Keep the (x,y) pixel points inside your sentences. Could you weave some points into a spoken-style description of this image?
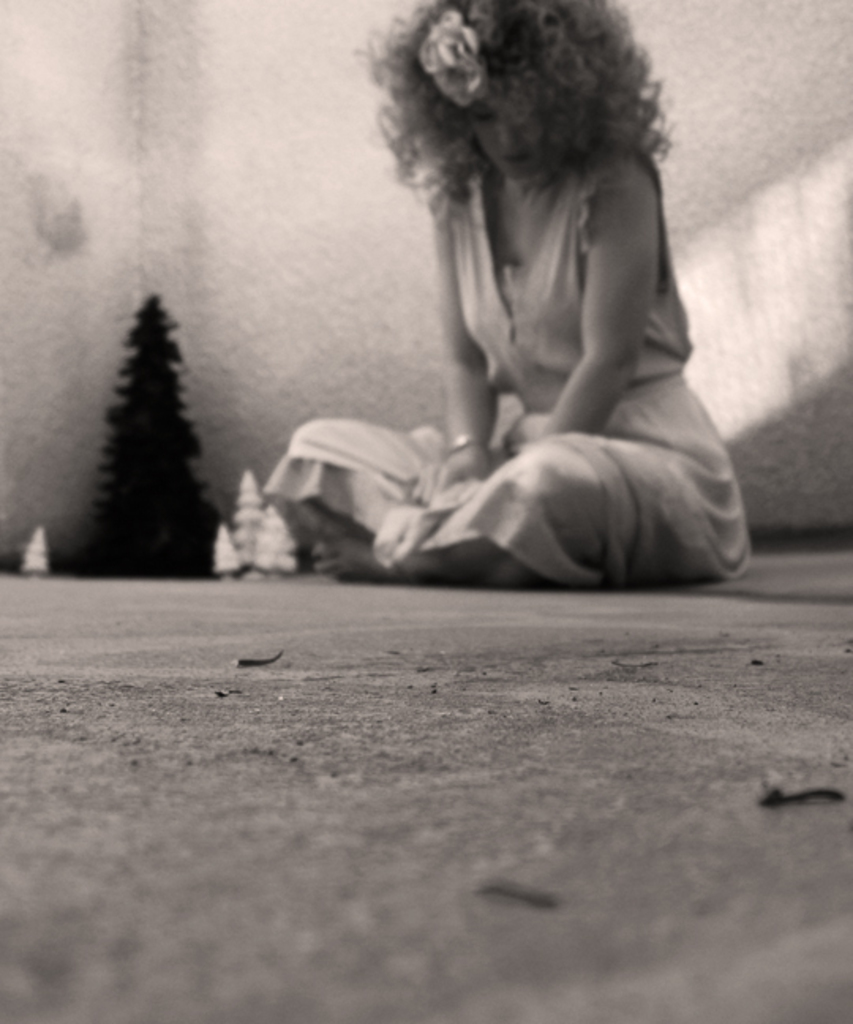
In this picture we can see a woman (607,163) sitting on the floor (265,605). There is a Christmas tree (178,414) and few white objects (34,560) on the floor (237,580). A wall (217,197) is visible in the background (173,228).
